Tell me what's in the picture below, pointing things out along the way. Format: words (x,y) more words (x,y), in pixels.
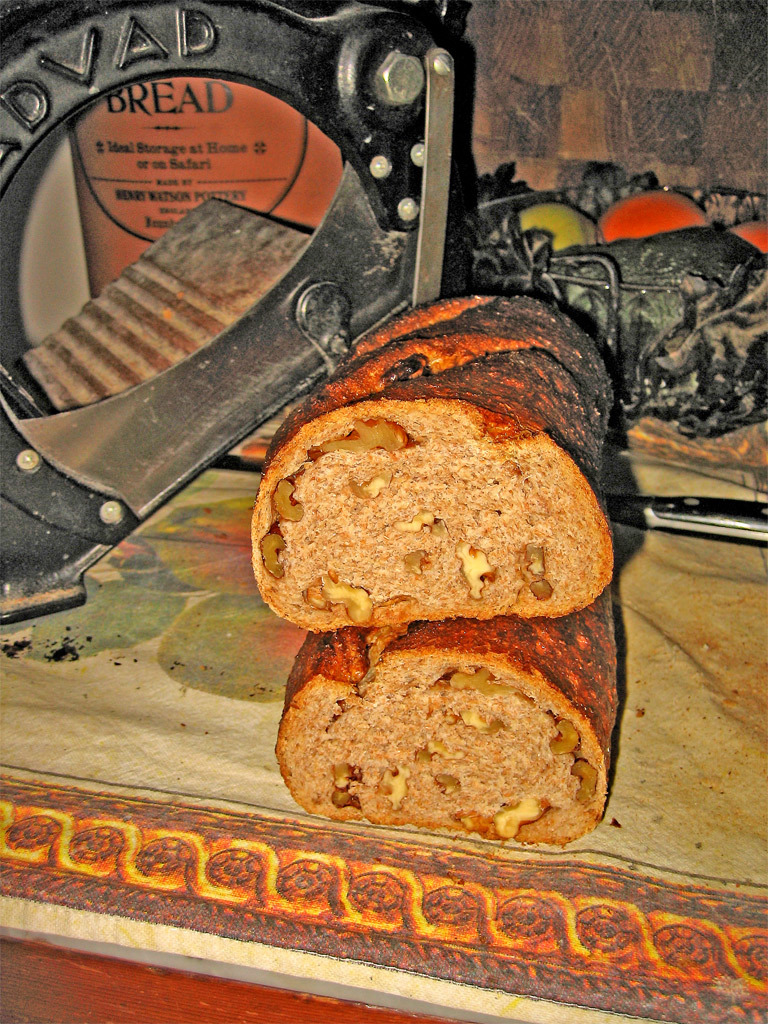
In this image we can see a food (352,781) on the surface (706,803). In the background of the image (716,243) there is a bowl (605,335), wall (572,93) and other objects (317,332). At the bottom of the image (80,1002) there is an object (73,995).
